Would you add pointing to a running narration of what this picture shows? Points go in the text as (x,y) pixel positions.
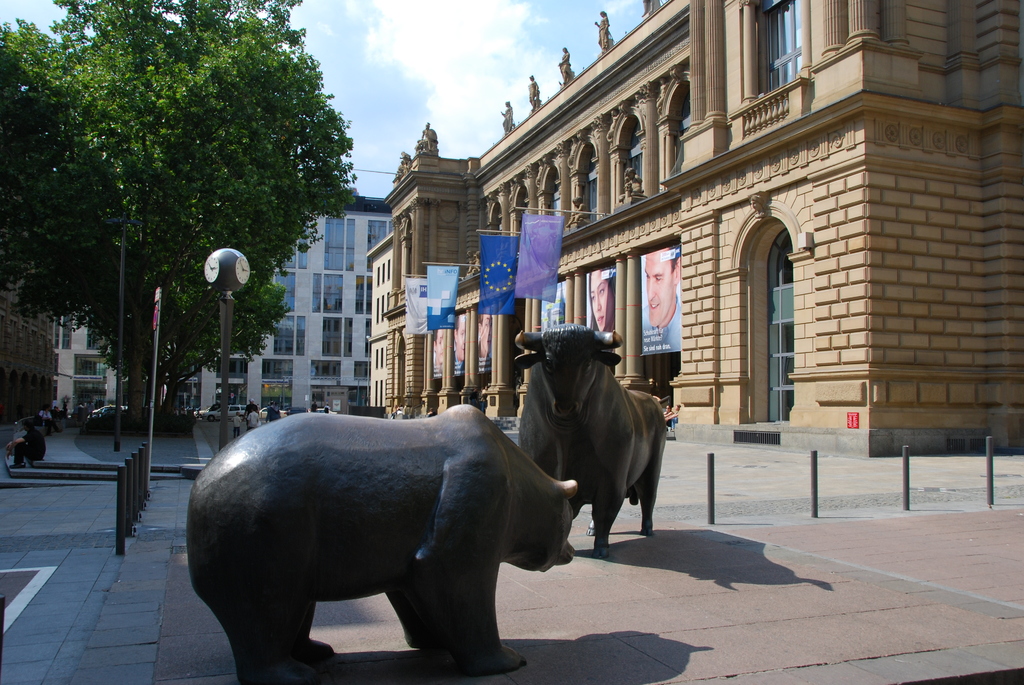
In this image we can see the depiction of animals (537,510) on the land (582,598). We can also see the fencing rods (139,456), sign board pole (154,315) and some other pole (123,333) on the left (127,223). We can also see the buildings (432,255) with banners (588,277) and also hoardings (650,297) and statues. We can also see the trees (148,397) and also the vehicles (216,408) and a few people (58,429). At the top (363,72) there is sky (367,81) with the clouds (512,2).
